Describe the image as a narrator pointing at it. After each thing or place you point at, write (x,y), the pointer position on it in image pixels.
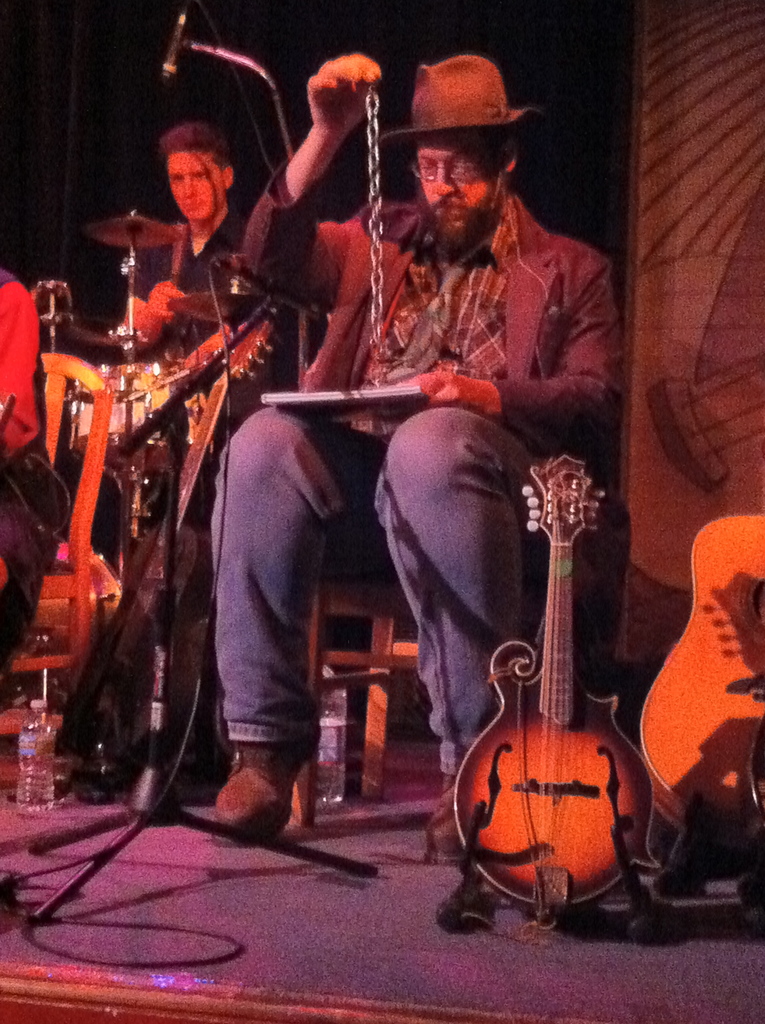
in this image on right side (707,612) one guitar (707,586) is there and on the left side (2,464) some person (17,368) is sitting on the chair (52,416) and in the middle (402,442) there are two people (284,544) one person (199,246) is playing some instrument (193,295) and another person (427,419) is sitting on the chair (387,610) and doing something and the background (259,107) is very dark.
